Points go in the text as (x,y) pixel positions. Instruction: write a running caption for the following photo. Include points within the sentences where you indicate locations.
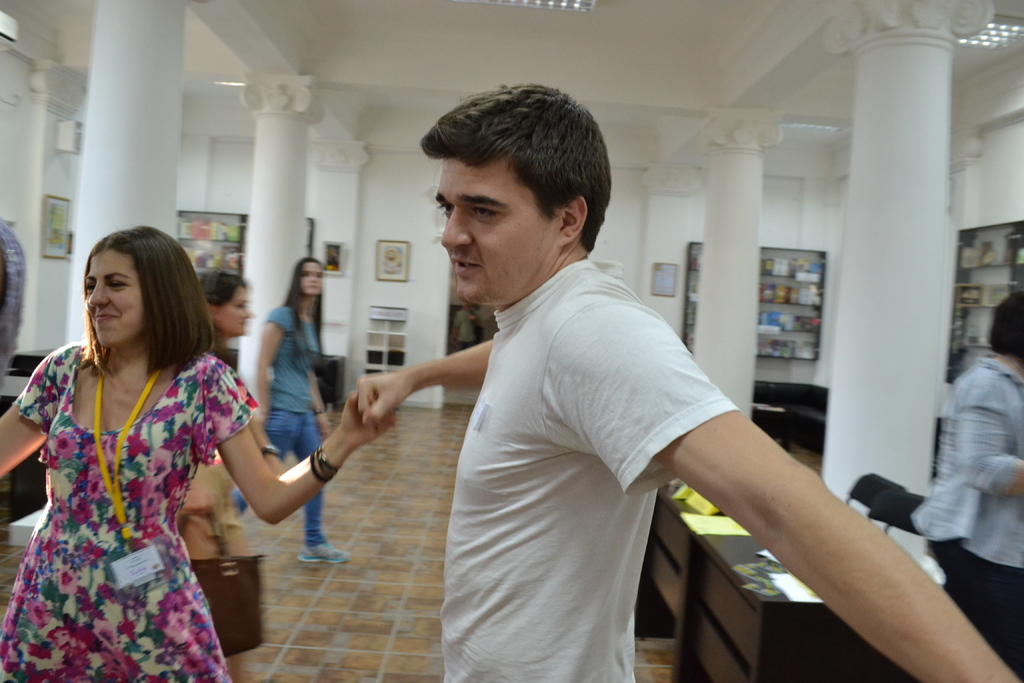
In this image there is a woman (168,447) smiling and holding a hand (376,415) of a man (555,403). In the background (319,339) there are two women (310,321). On the right (981,429) there is also one person (970,441). This image is taken inside the building (848,289) and there are racks (982,262) and frames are attached to the plain wall (421,218). At the bottom (376,545) there is floor (351,599) visible. Image also consists of a wooden table (759,608) and on the table (730,540) there are papers (732,531) placed.
